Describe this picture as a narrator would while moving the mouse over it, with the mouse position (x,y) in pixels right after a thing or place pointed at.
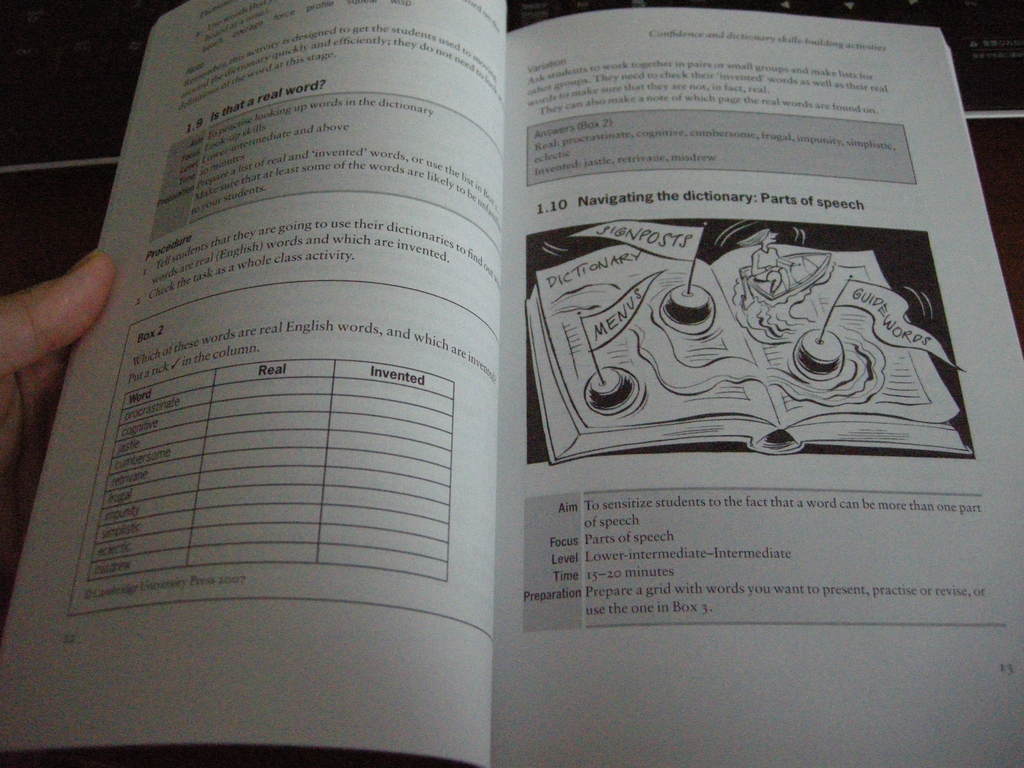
In this image we can see a book (596,227). On the book (477,303) something is written and there is an image (624,334). On the left side (50,319) we can see fingers (24,357) of a person (24,357).
